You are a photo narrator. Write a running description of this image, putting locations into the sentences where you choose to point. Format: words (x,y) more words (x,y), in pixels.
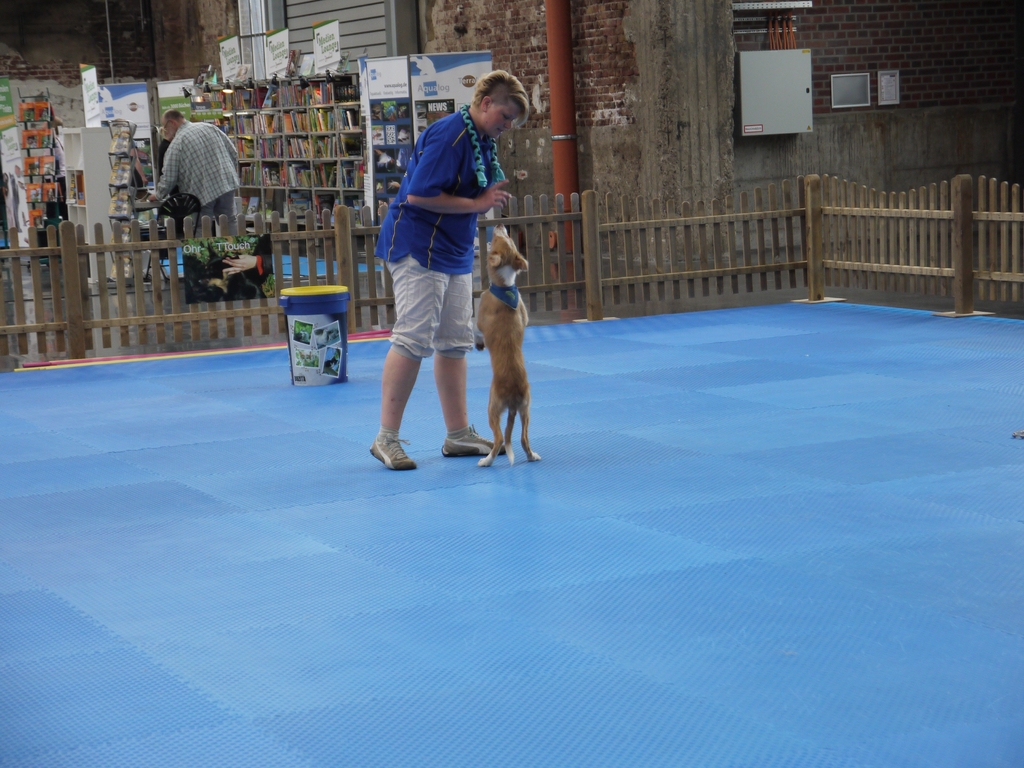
In this picture I can see a woman (460,260) and a dog (503,347) are standing on the blue color surface (456,485). In the background (346,268), I can see a wooden fence (477,262) and a pipe (566,143) attached to the wall (602,105). Here I can see shelves (279,134) which have books (240,140) and other objects (242,164). I can also see a man (196,198) standing on the floor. On the right side (897,98), I can see some objects (787,87) attached to the wall (815,95). Here I can see an object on the blue color surface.
